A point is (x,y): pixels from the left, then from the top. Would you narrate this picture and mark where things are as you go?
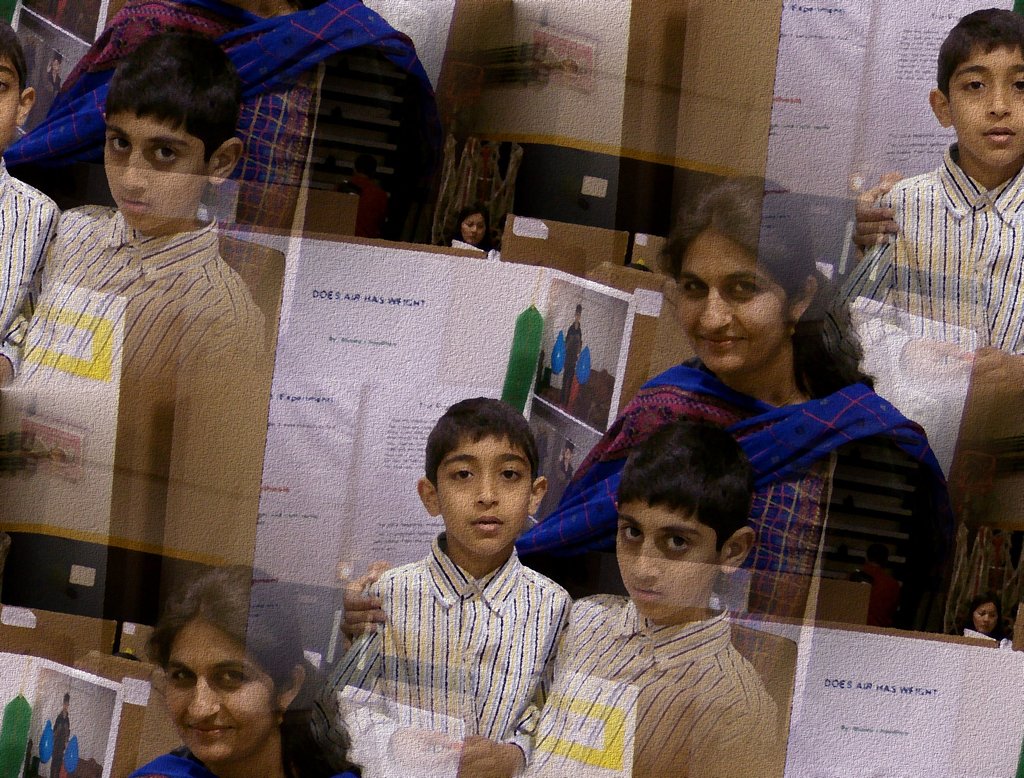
It is an edited image. In this image there are two kids (482,416) and a woman (594,447). Behind them on the walls (582,441) there are posters (36,458) with text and images (66,449).
